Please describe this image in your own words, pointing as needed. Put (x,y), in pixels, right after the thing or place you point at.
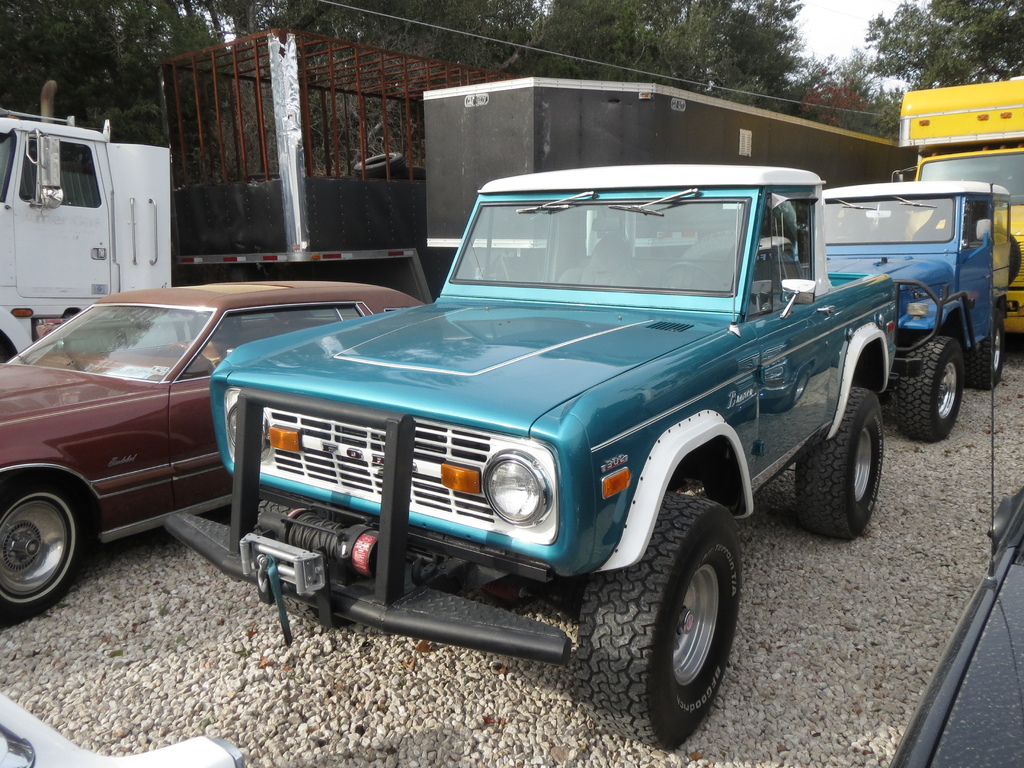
In this image, there are some vehicles (762,144) in different colors. There is a cage (275,148) on the truck (362,211). There are some trees (678,38) at the top of the image (397,23).
